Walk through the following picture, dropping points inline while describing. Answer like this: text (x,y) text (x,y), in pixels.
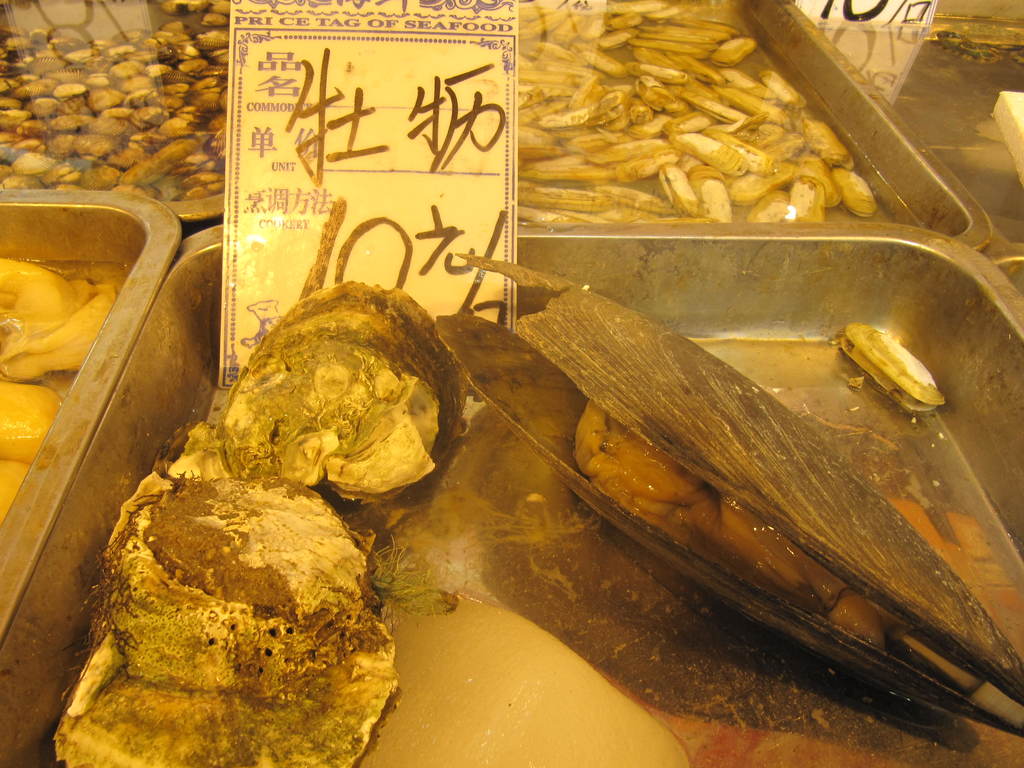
In the image we can see some bowls (979,204), in the bowls (1019,603) there is food (813,211) and there is a banner (452,31).
